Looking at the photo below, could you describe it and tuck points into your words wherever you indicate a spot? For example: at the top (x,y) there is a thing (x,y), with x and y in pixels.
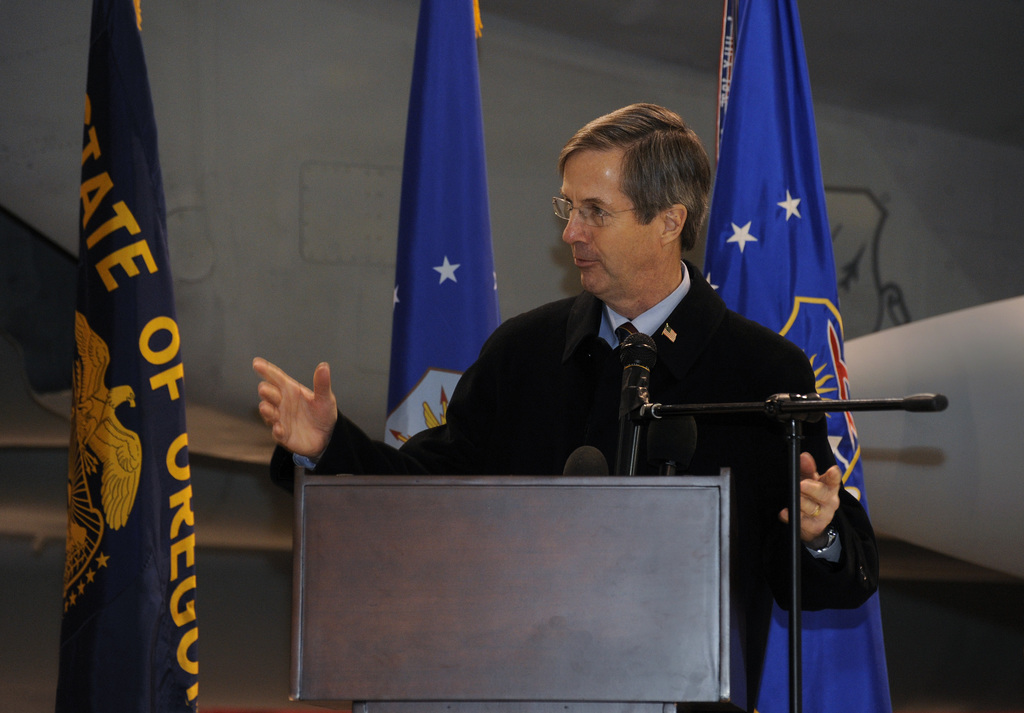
In this picture I can see a podium (413,522) in front (692,571), on which I can see 2 mics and side to it I can see a tripod (945,406), on which there is another mic (639,342) and behind the podium (418,497) I can see a man (602,321) who is wearing black color dress (577,372) and I see that he is standing. In the background (130,130) I can see the flags (434,217) and on the left flag (84,299) I see few words (195,668) written and I see the wall (169,42).
